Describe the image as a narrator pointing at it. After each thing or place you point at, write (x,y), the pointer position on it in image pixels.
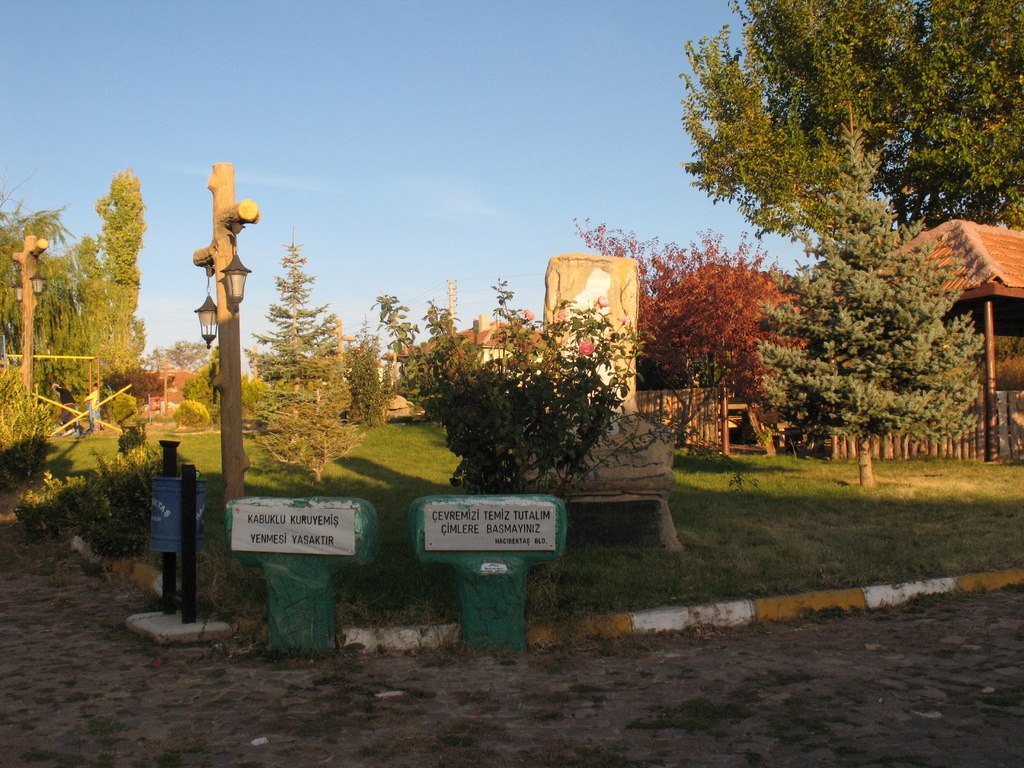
There are two sign boards (333,539) present at the bottom of this image (491,617), and there are some trees (69,351) present on a grassy land (386,453) as we can see in the middle of this image (363,385), and there is a sky (353,186) at the top of this image (459,169).
